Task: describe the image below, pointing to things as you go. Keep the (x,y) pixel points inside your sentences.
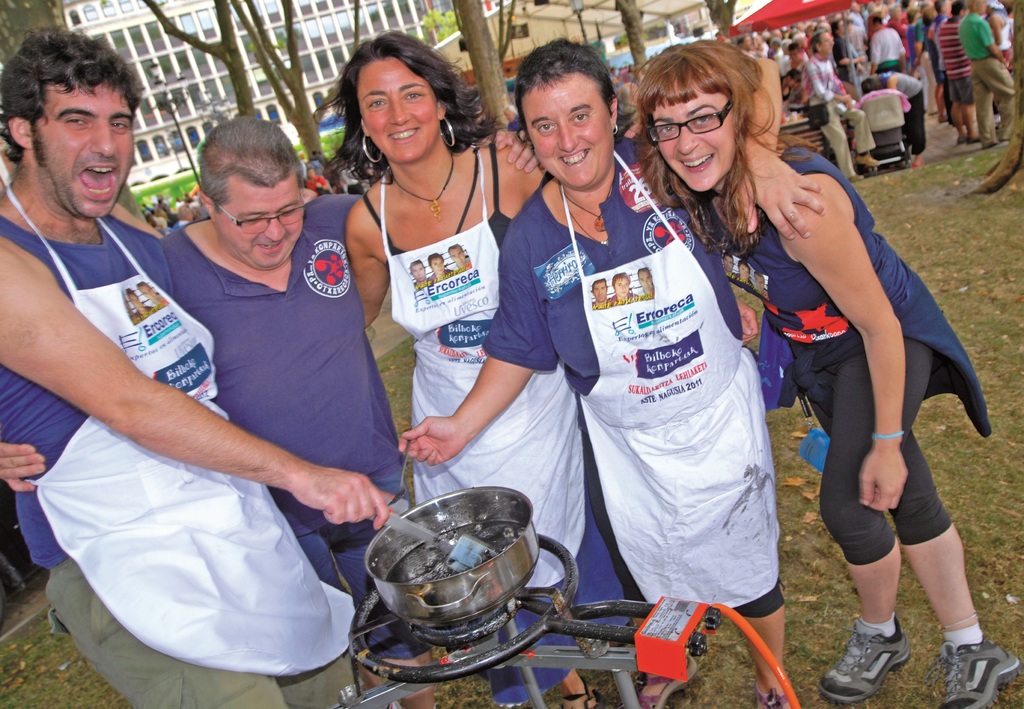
In this picture there are people (436,375) in the center of the image (449,465), there is a stove (519,637) at the bottom side of the image (471,625), there is an utensil (523,565) on the stove (554,594), it seems to be they are cooking and there are other people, stalls (528,0), trees (297,59), and buildings (314,53) in the background area of the image (303,45).
